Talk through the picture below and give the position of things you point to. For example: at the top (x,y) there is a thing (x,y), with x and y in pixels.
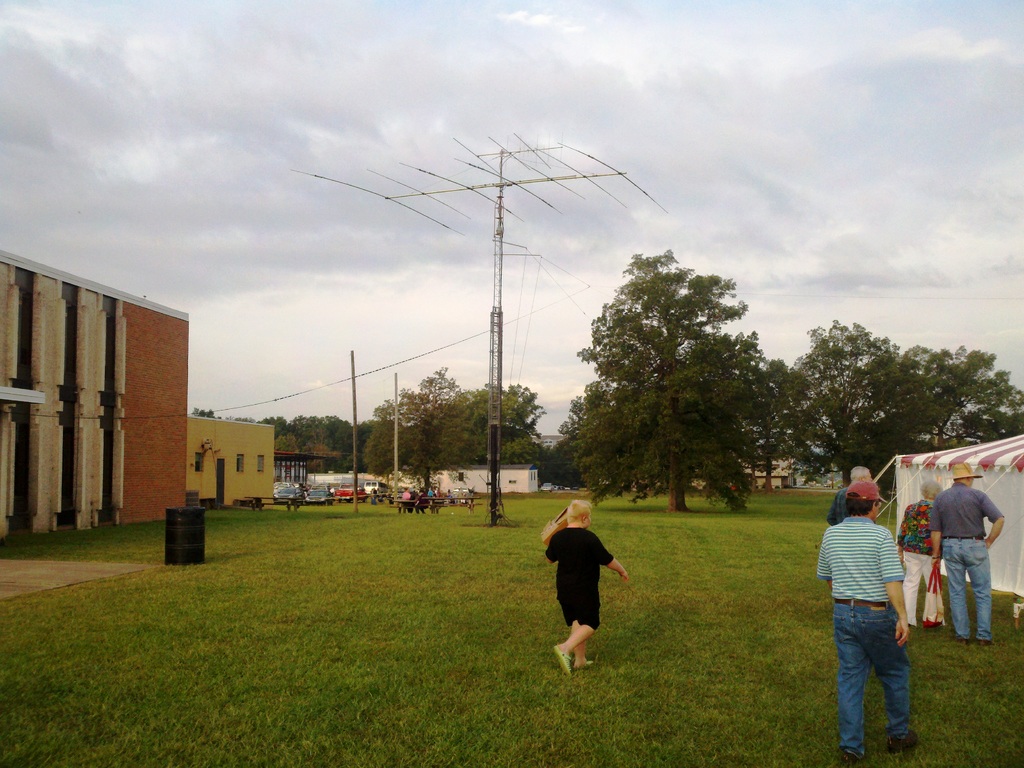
In the picture we can see a grass surface (741,662) with some people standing and near to them, we can see a tent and in the background (490,198), we can see some antenna poles (476,189), trees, houses (239,451) and sky (478,204) with clouds (371,91).
